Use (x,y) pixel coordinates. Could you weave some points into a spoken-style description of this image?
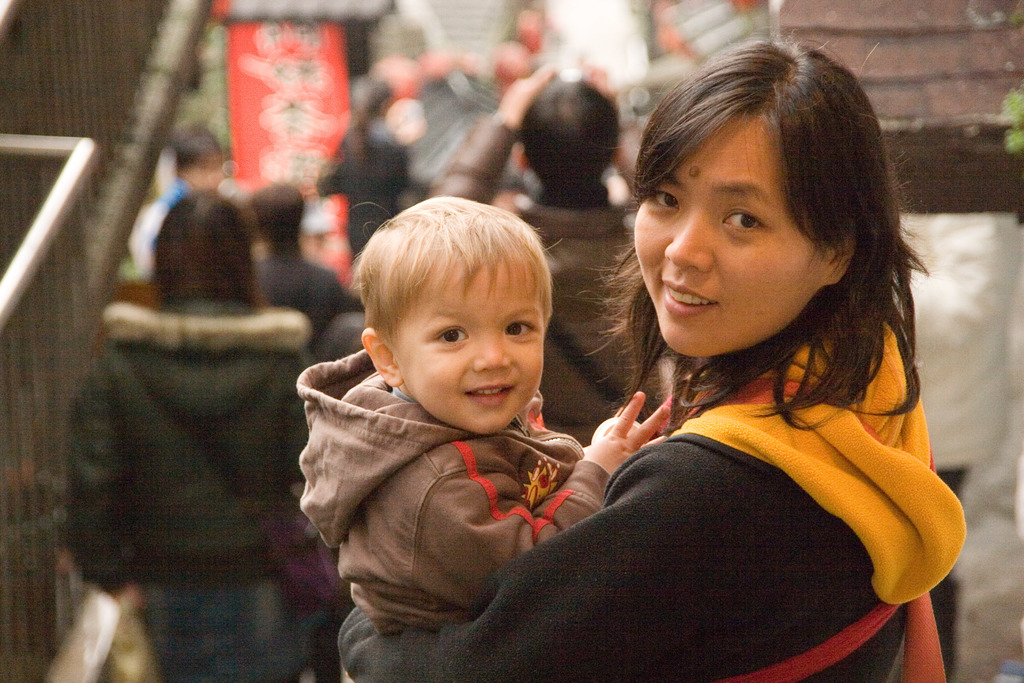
In this image we can see the woman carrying a child (464,452). On the backside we can see a group of people (325,275) standing. In that a person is holding a device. We can also see a banner (345,239) with some text (310,59) on it and a fence (53,228).
